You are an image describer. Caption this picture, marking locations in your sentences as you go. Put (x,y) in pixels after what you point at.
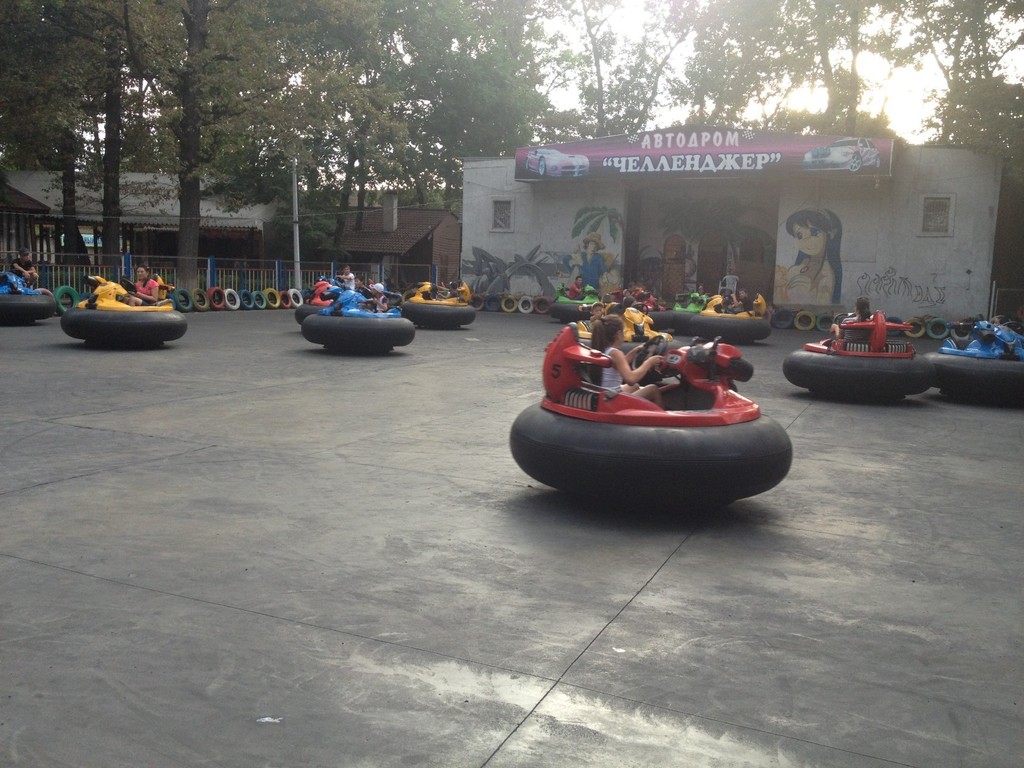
In this picture I can see there are few people (648,359) riding the cars (567,400) and there are few tires (227,302) arranged in a circle and there is a building (577,224) in the backdrop (569,243) with a name plate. There are few trees (395,114) and the sky (875,100) is clear and sunny.
